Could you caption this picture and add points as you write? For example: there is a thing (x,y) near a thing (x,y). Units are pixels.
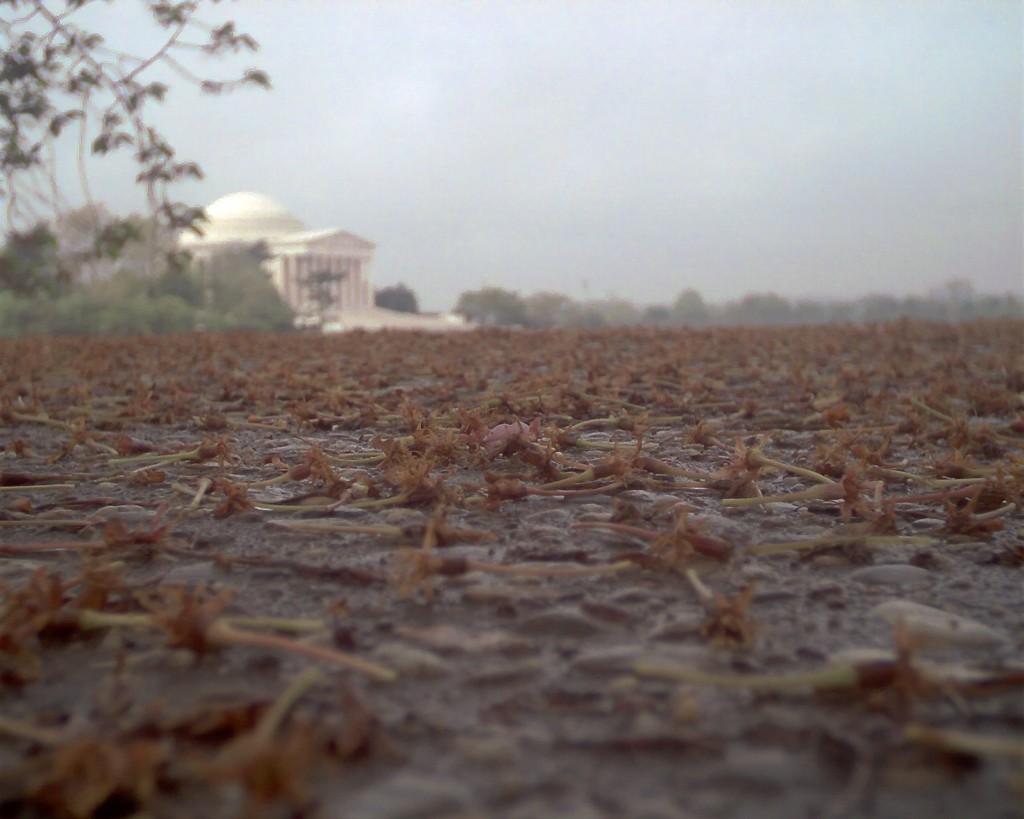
In this image there are so many dry flowers (443,368) on the ground (382,568). In the background (312,232) there is a building (259,216) and there are trees (128,268) beside it. At the top (646,151) there is sky (652,146).
